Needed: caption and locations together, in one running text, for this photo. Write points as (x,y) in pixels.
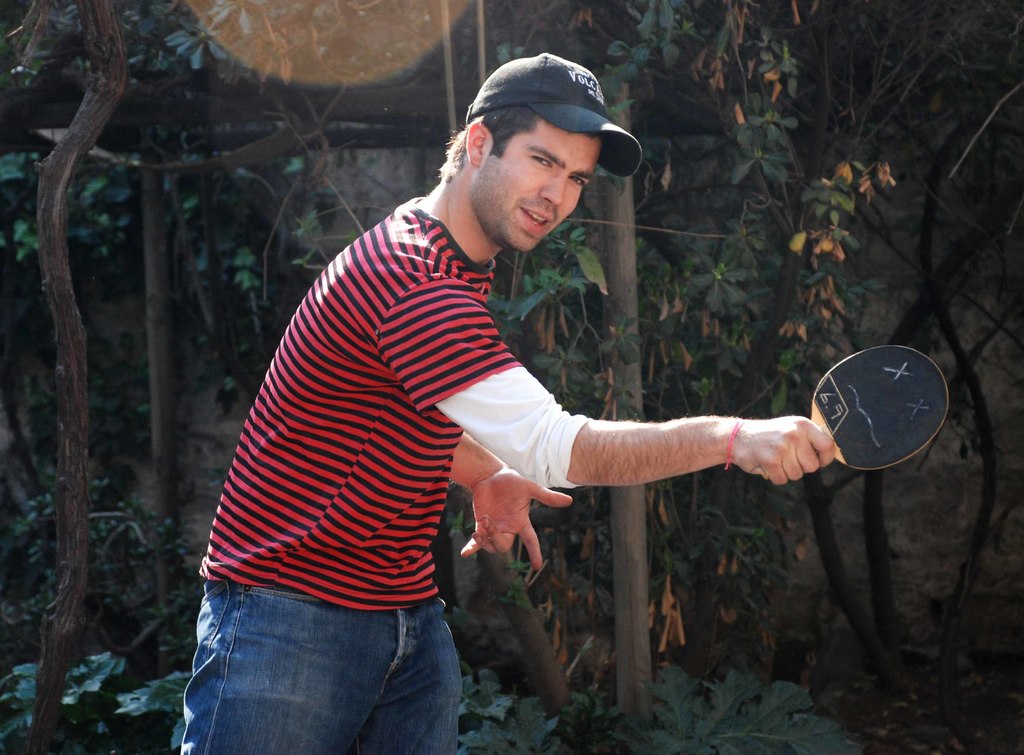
Here in this picture we can see a person (379,354) standing with a small tennis racket (883,445) in his hand (824,436) and we can see he is wearing a cap (546,103) on him and behind him we can see plants (679,394) and trees (44,276) present over there.
